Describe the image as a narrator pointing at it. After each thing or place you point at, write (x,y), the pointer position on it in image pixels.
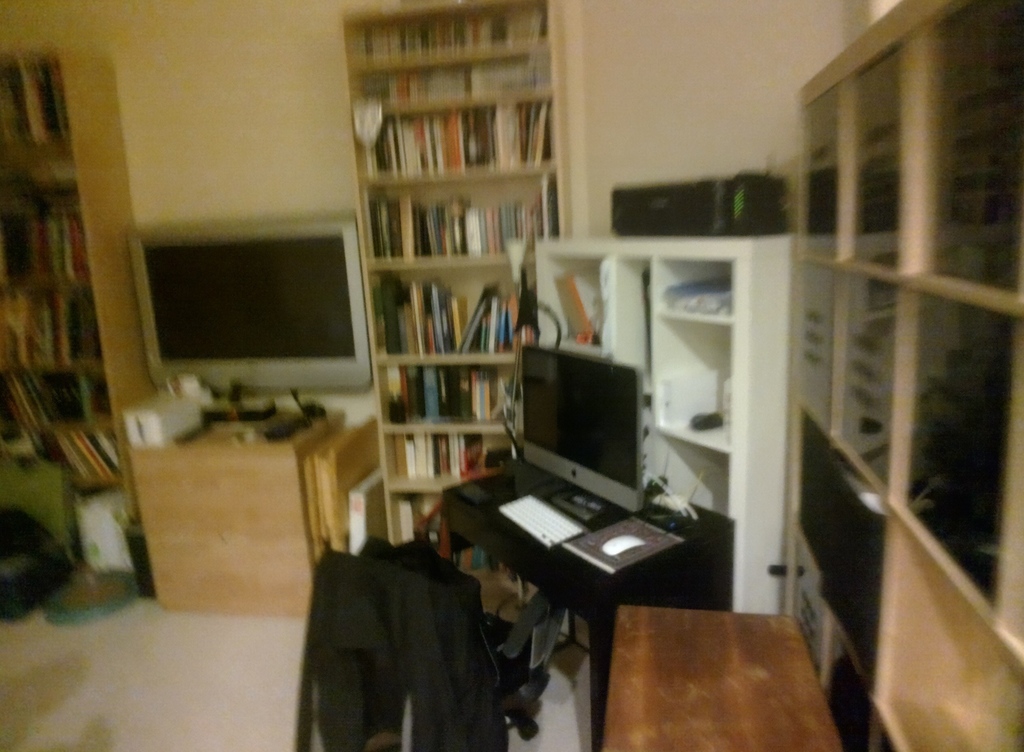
This image is taken inside the room (268,467). In the center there is a chair (455,632). On the chair (423,631) there is a black colour cloth (403,633) and there is a black colour table (561,569), on the table (530,548) there is a monitor (583,484), there is a keyboard (554,524), and there is a mouse (620,547). On the right side (722,337) there are cupboards (795,375). In the center (409,329) there is a shelf (437,279) and in the shelf (461,184) there are books (454,406). There is a table (240,448), on the table (263,442) there is a TV (283,316), and there is an object (148,425) which is white in colour, and there is shelf (117,435) on the left side of the table (185,490) with the books (32,225) inside it.
